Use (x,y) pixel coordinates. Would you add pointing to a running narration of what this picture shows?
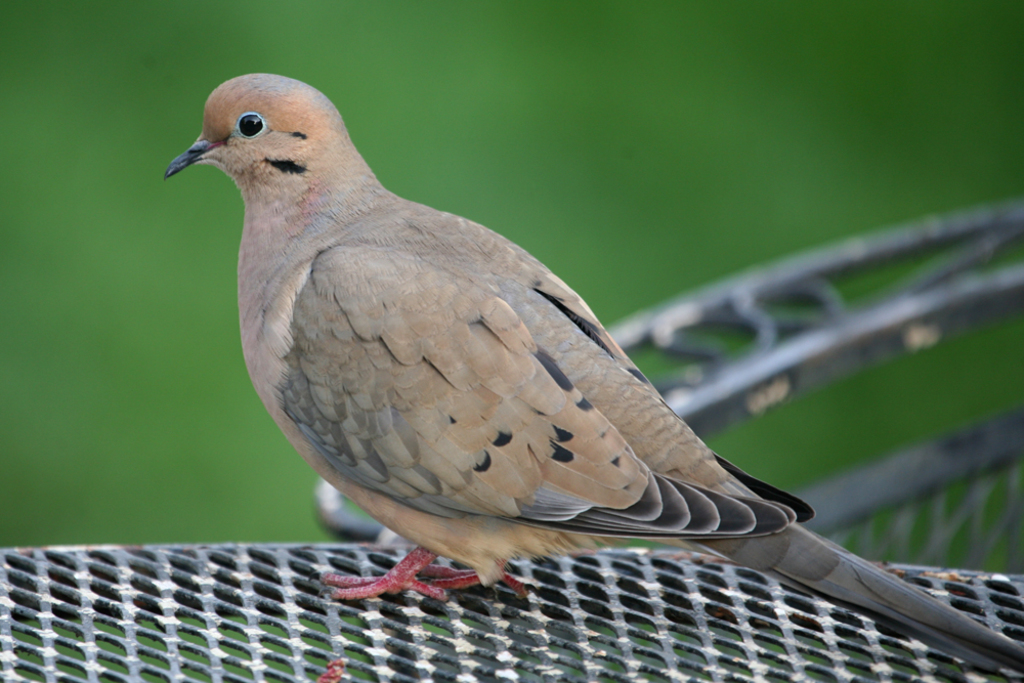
In the center of the image (412,310) there is a bird (334,301). At the bottom (640,620) we can see a mesh (704,625).
